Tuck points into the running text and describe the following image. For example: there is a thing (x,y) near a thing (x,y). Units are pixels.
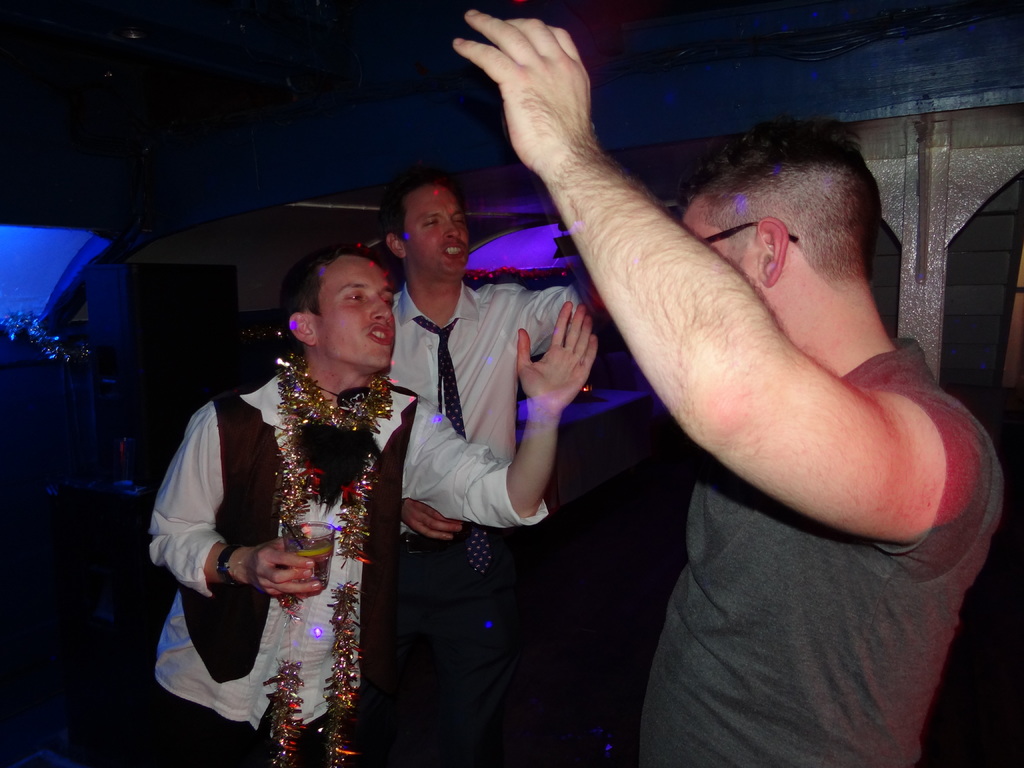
In this image I can see three person (273,433) and one person (279,452) holding a glass (307,528) contain a drink (321,553) and there is the wall (235,261) visible back side of persons (795,399) in the middle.
